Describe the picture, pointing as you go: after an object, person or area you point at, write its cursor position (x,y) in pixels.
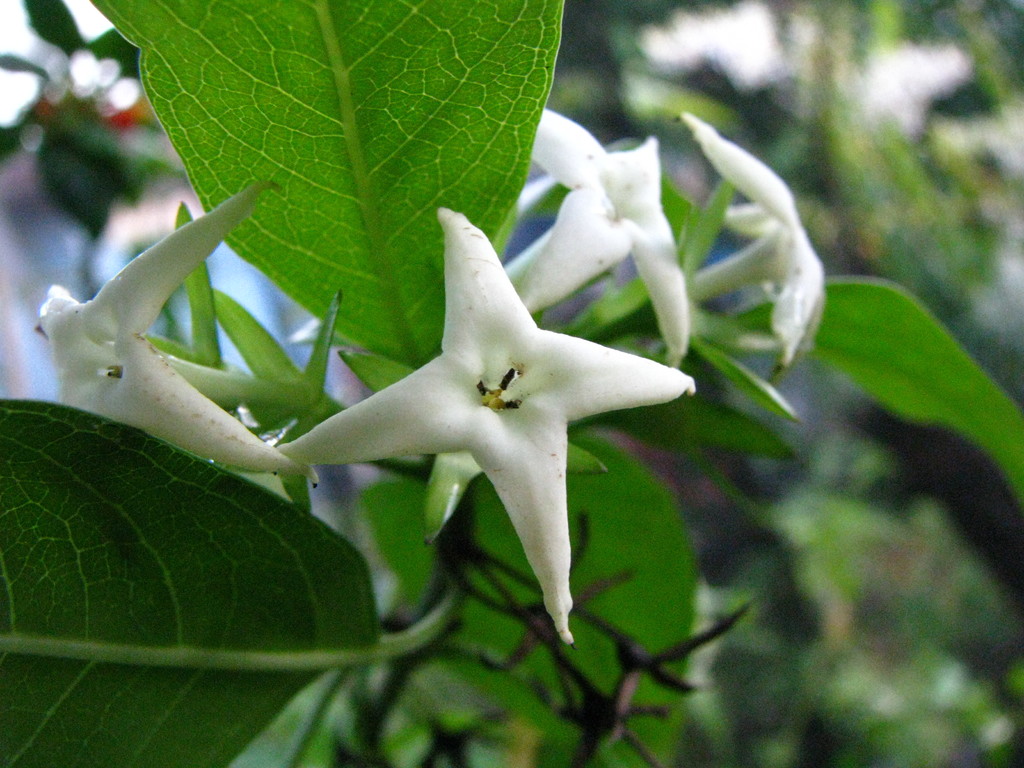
In this picture I can see a plant (545,288) with white flowers (481,415), and there is blur background (912,132).
